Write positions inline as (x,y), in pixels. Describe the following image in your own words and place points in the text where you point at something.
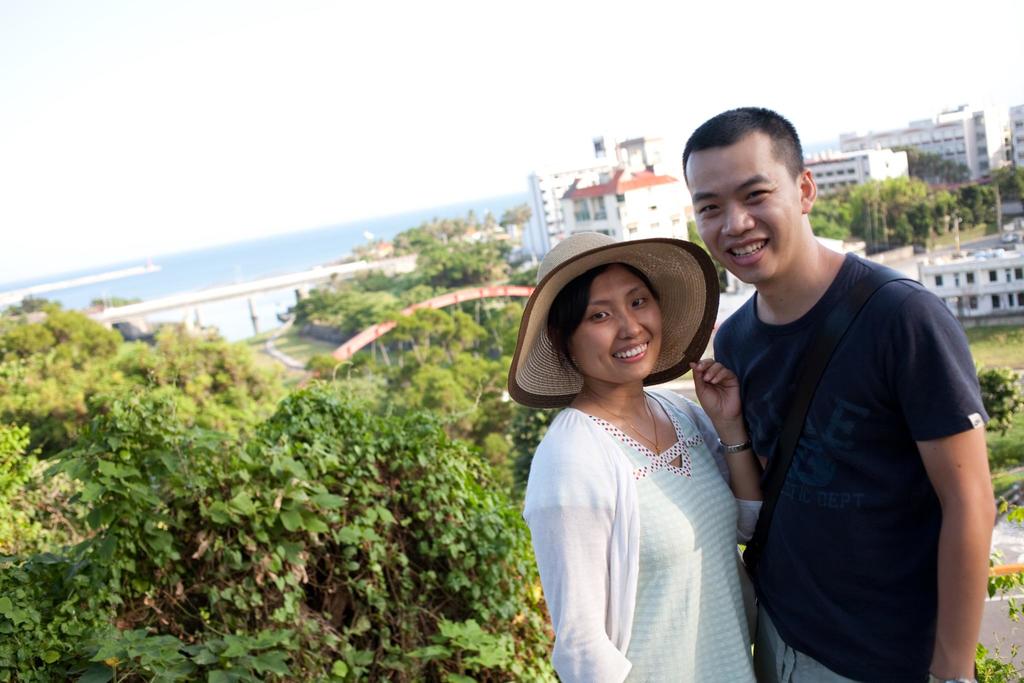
In this picture I can see buildings (657,231), trees (398,325) and water (285,245) and i can see a man (753,371) and a woman (669,446) standing with smile (736,248) on their faces (746,232) and women (565,295) wore cap (669,320) on her head (604,280) and a cloudy Sky (672,21).
